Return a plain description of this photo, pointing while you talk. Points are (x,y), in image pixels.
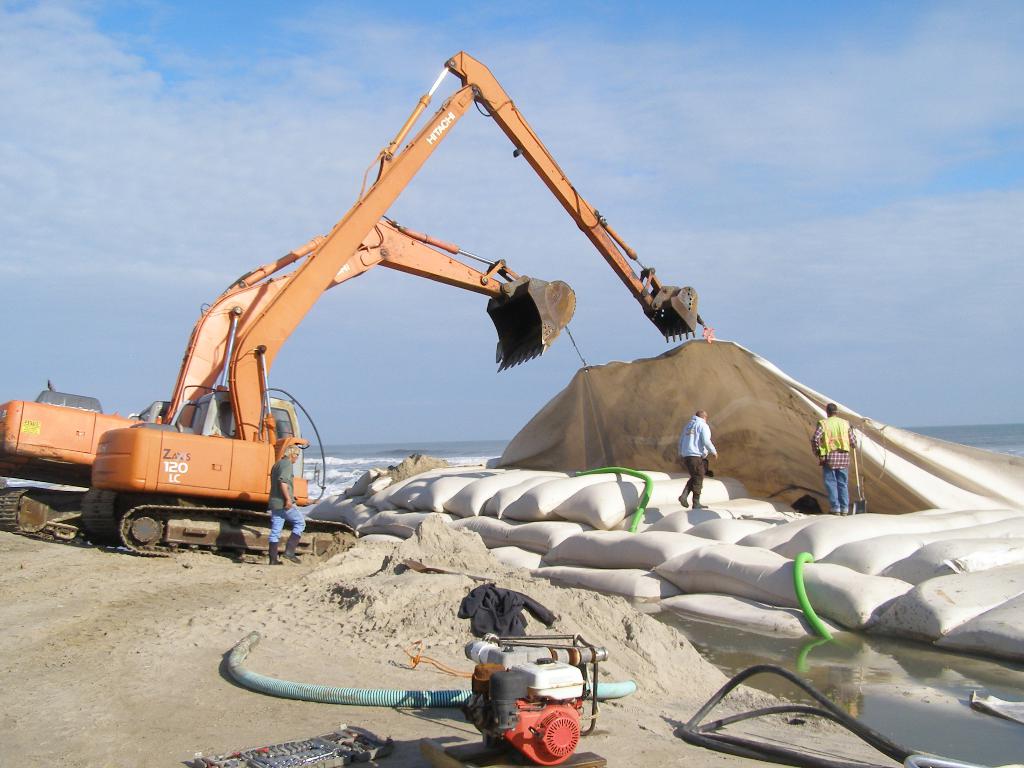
In this image two bulldozers (77,518) are on the land (148,571) having few bags (845,588). Beside the vehicle (314,532) there is a person (271,502) walking on the land (242,583). Bottom of the image (530,686) there is a motor (527,684), clothes (494,609) and few objects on the land (440,673). Right bottom there is water (817,661) having bags (751,611). Background (344,465) there is water (338,477) having tides (361,459). Top of the image (770,127) there is sky (801,142). Two persons (845,506) are on the bags (780,539).
